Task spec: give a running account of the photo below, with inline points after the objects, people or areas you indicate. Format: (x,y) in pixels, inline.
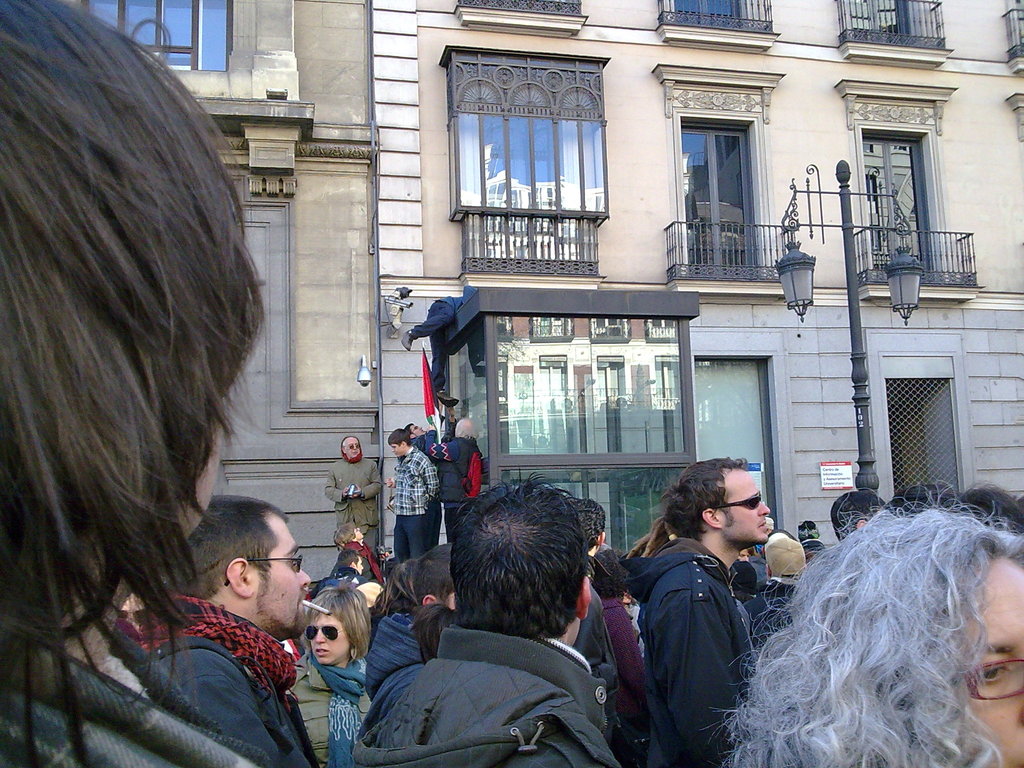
In this picture there is a group of people (801,557) walking on the street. Behind there is a brown color building (622,201) with some window glasses (696,134) and a black color lamp post (848,251).
